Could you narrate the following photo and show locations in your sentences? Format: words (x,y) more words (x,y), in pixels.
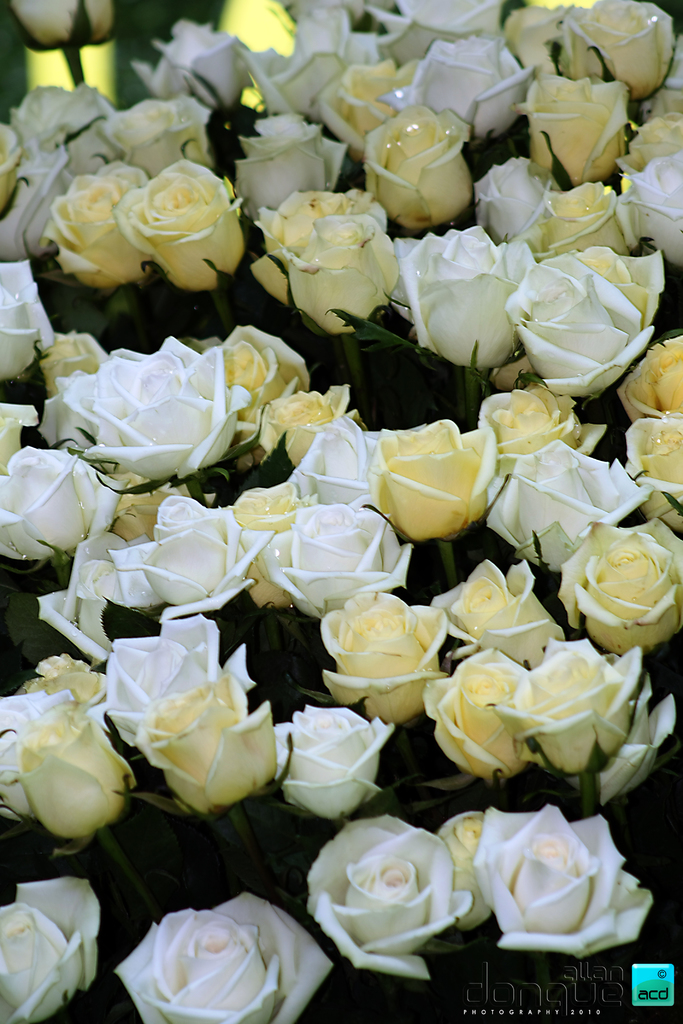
In this image there are flowers (352,616), in the bottom right (659,996) there is text (549,1012) and a logo (641,968).
